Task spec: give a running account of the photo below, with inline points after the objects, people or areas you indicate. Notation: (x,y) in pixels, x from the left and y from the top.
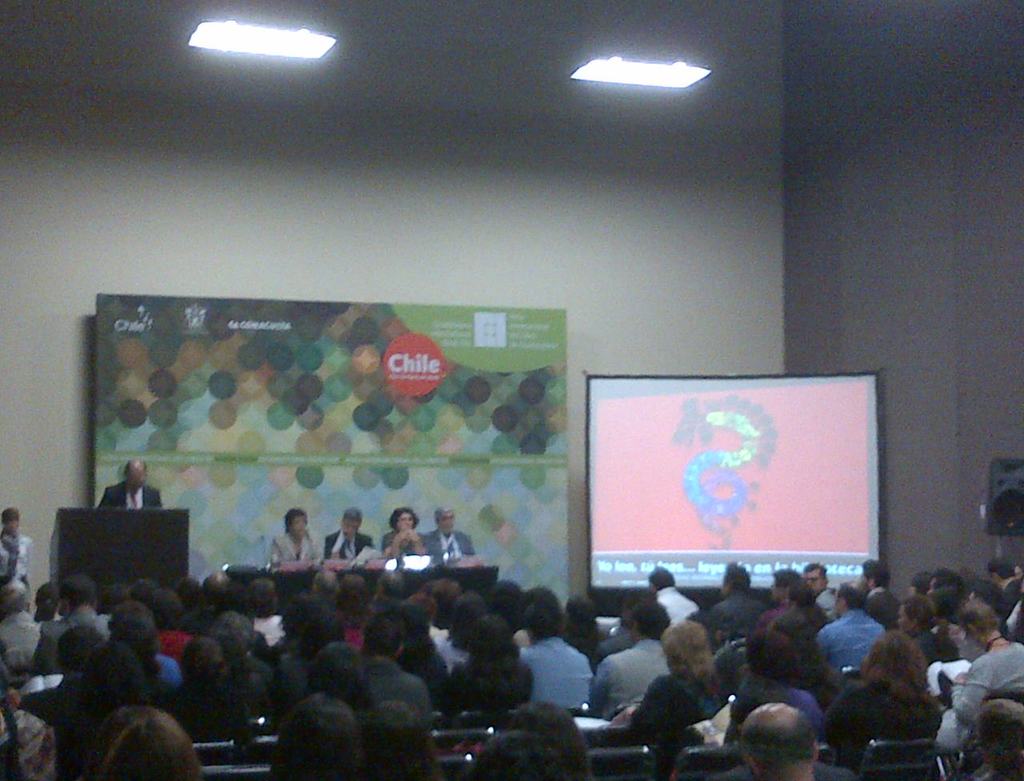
In this image at the bottom (588,640) there are some group of people (470,650) who are sitting on chairs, and in the center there are some people (342,555) who are sitting. In front of them there is a table (416,573), and one person (133,493) is standing. In front of him there is one podium (170,545), and on the right side (719,475) there is a screen (654,437) and in the center (464,371) there is one board (302,365). In the background (283,171) there is wall (114,167) and at the top (94,35) there is ceiling (370,77) and lights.
